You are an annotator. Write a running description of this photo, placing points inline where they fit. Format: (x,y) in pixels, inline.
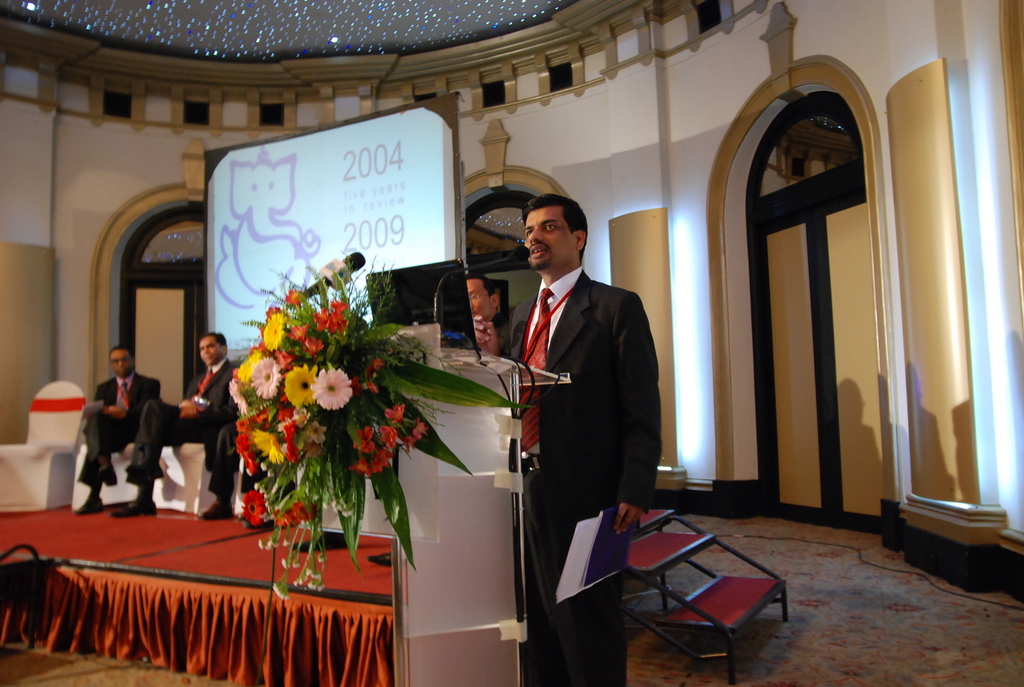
This a hall (845,75). We can see the screen (364,198) here. On the platform (175,567) there are few chairs (172,485). few men (133,442) are sitting on the chairs (206,492) with blazer (210,406) and trousers (101,440). The person (124,381) on the left side (132,418) holding a paper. This is a staircase (728,603) attached to the platform (284,611). Here we can see a man (586,473) standing near to the podium (463,503) holding a book (587,546) and giving a speech. There is a laptop (446,320) on the podium (469,360) and this a flower bouquet (375,392).
